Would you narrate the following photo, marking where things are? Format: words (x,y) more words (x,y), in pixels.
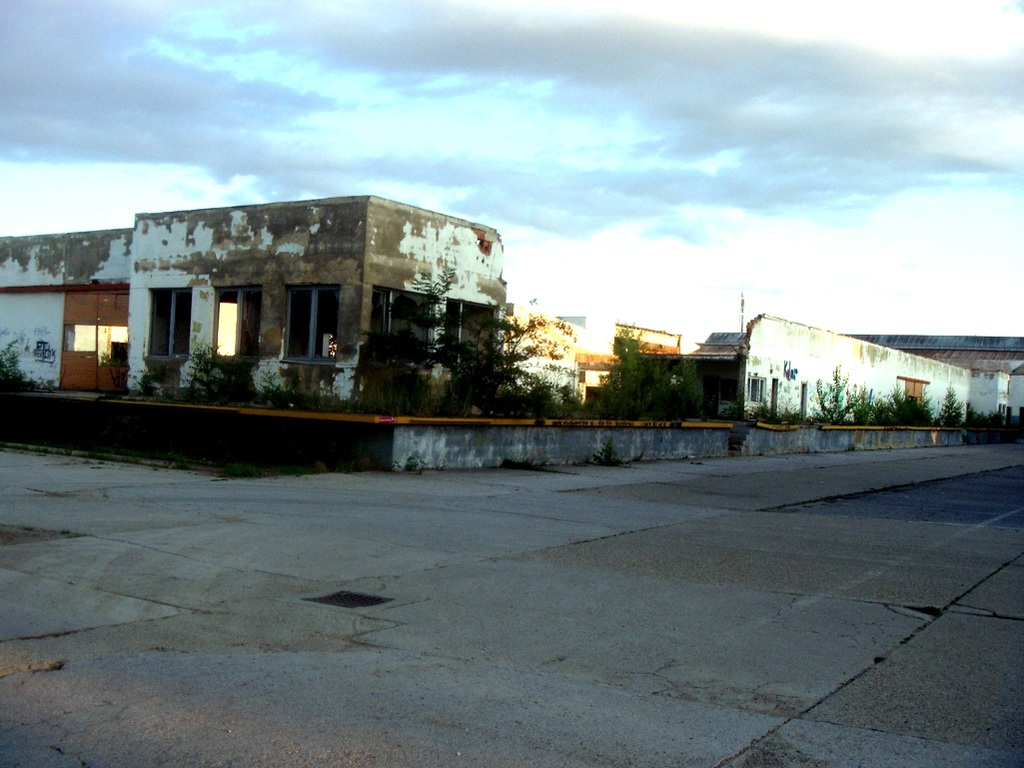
In this picture we can observe houses (613,361) and plants (654,385). There is a wall (847,367) here. We can observe a path (863,490) here. In the background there is a sky (424,108) with clouds (400,82).
